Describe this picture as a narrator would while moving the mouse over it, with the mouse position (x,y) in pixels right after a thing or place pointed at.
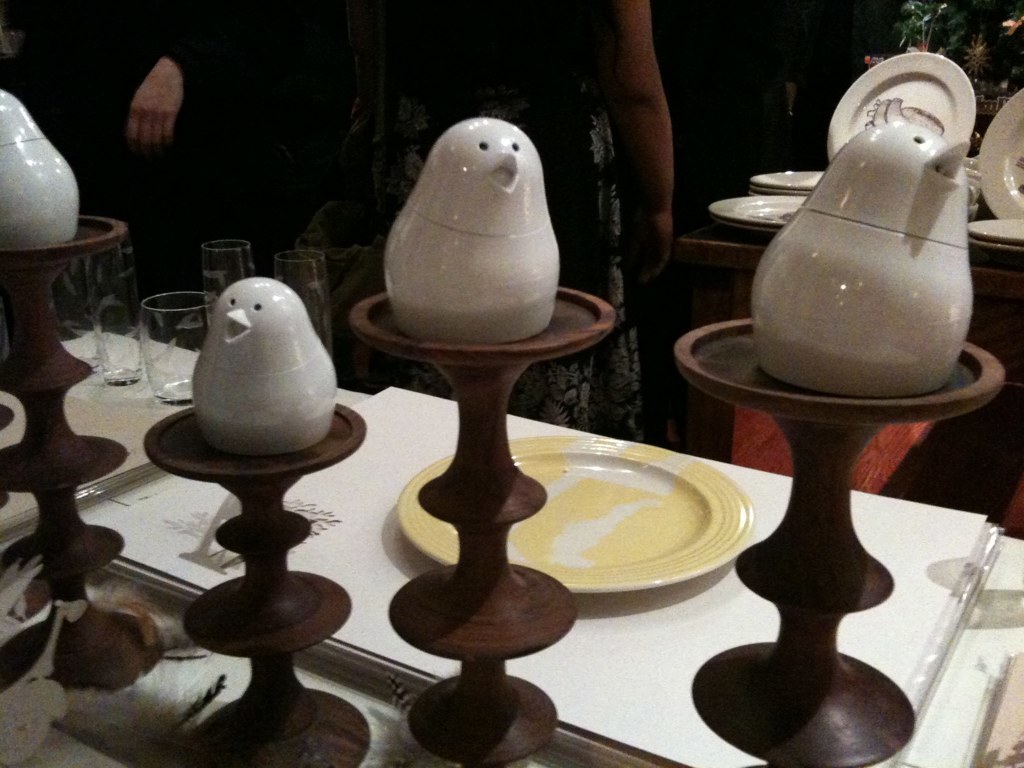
In this image there are different objects (797,616) which are placed on the table (693,638) and also plates (541,558), glasses (96,267).
